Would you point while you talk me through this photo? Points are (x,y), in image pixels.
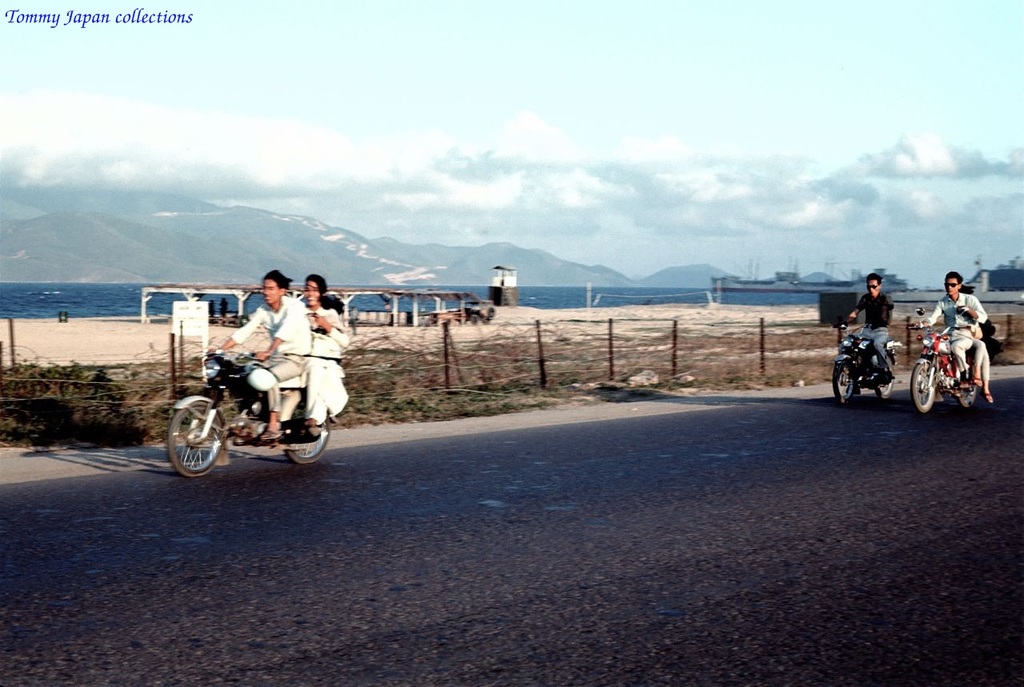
As we can see in the image there is a sky (254,119), hills (74,261), water (100,290), road (300,557) and on road (296,546) there are few motorcycles (216,363) and few people (335,347) sitting on motorcycles (219,377).
